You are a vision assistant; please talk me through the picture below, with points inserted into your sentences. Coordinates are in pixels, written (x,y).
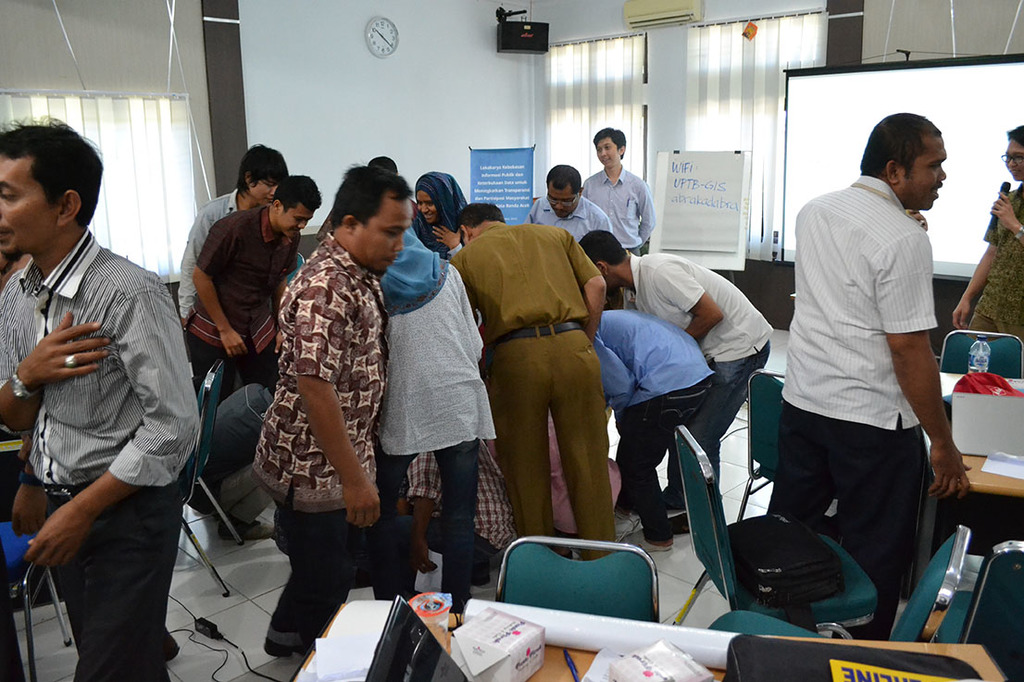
In this picture I can observe some people (320,344) on the floor (196,592). There are men (751,315) and women (436,344) in this picture. I can observe chairs (621,587) and tables (539,679). On the right side (948,90) I can observe projector display screen (880,94) and white color marker board (703,186). In the background (504,93) there are windows (569,103) and a wall (344,109).
